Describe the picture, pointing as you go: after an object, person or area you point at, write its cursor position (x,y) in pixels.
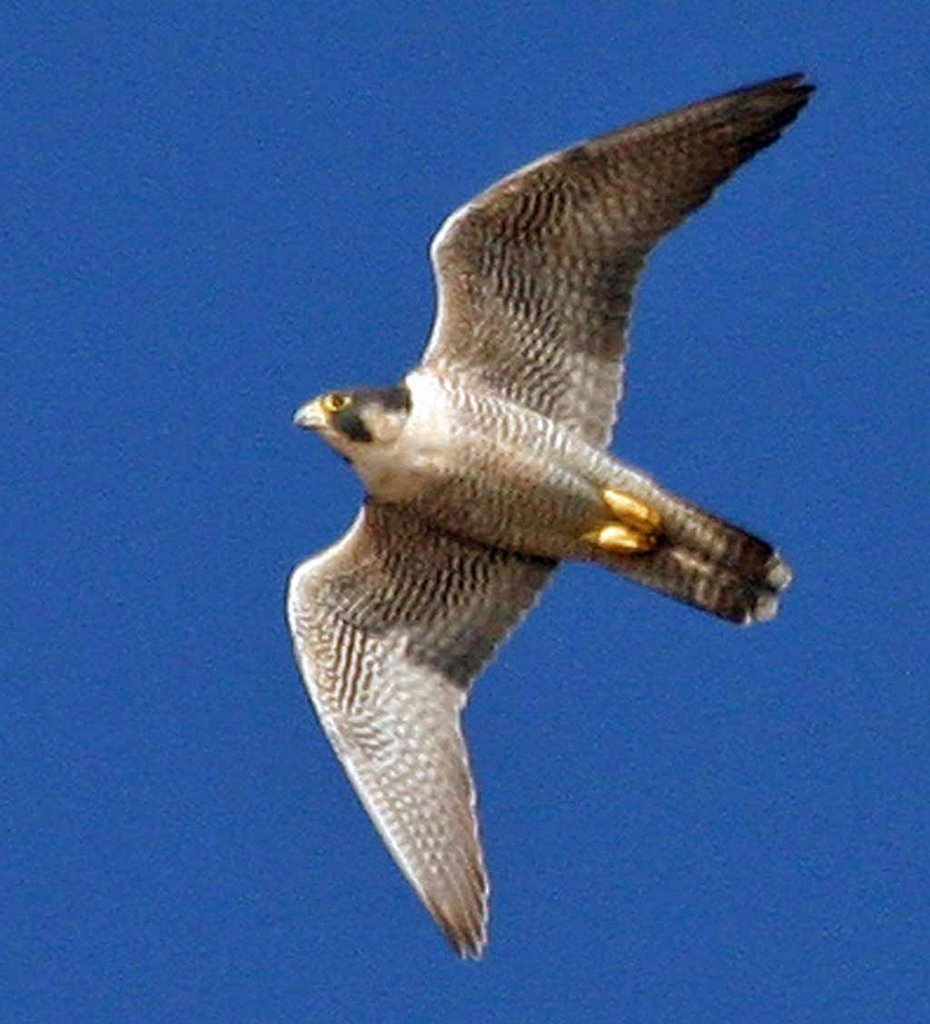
In this image there is a falcon (386,585).
